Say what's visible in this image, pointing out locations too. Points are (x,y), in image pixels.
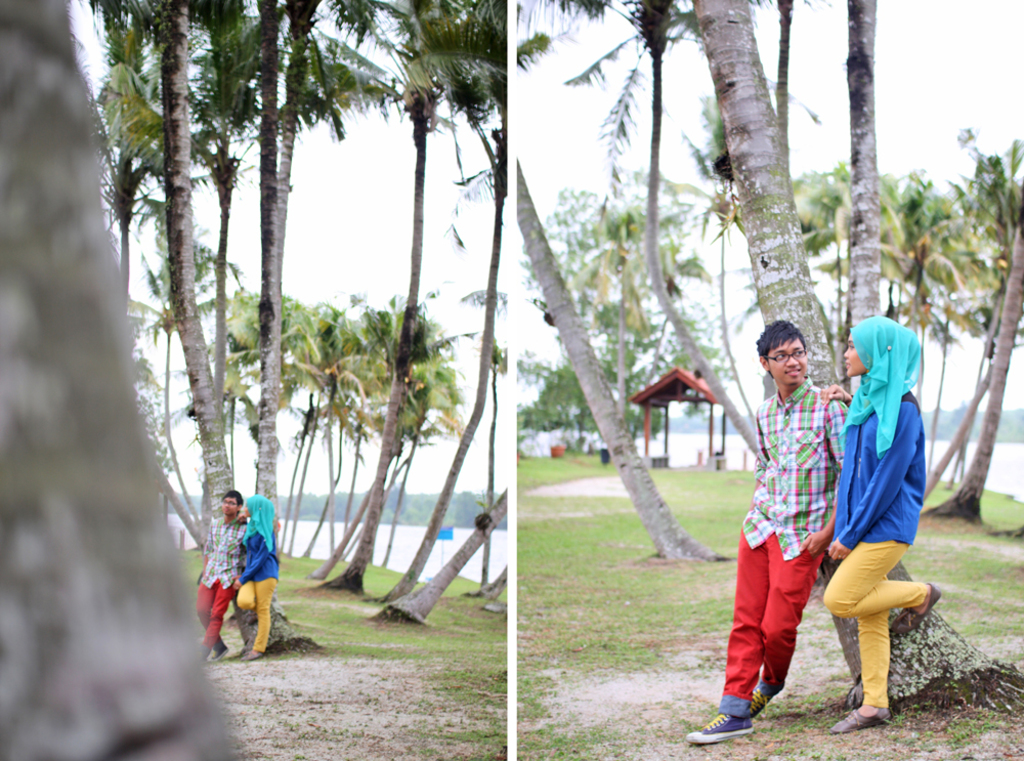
In this image we can see collage of two images where a boy (829,481) and girl (852,529) standing. Boy (776,530) is wearing shirt (780,491) with red pant (756,614) and girl (263,599) is wearing yellow pants (837,575), blue jacket (885,471) and scarf (893,396). Behind the trees (574,318) are there.
